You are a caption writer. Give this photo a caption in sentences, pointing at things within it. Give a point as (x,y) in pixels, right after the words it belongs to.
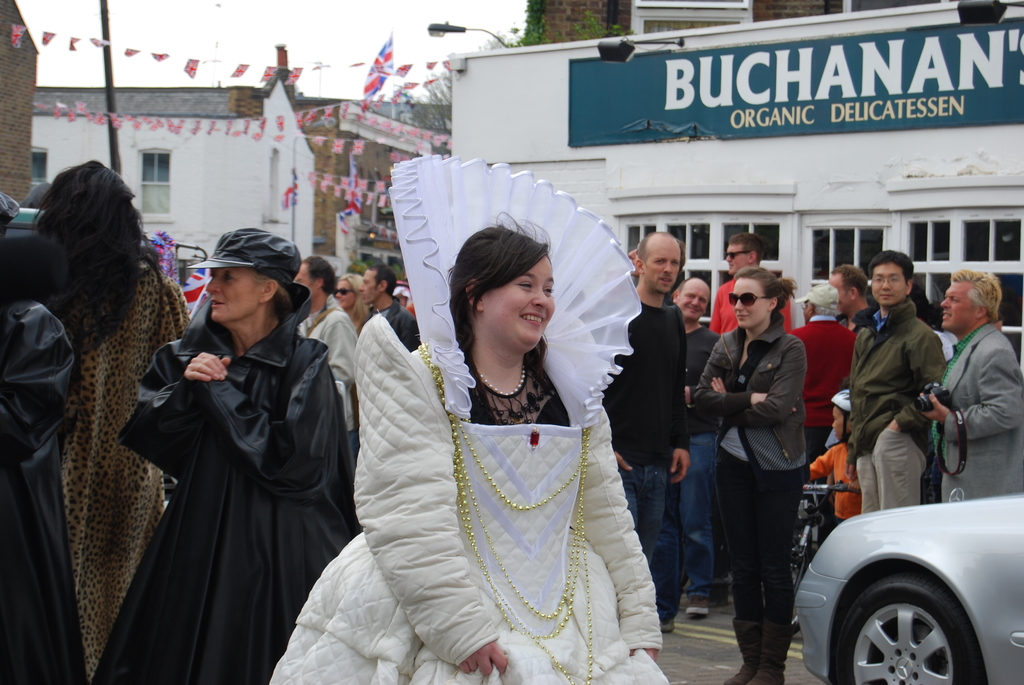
In this image we can see a woman (520,614) standing on the road (666,648). We can also see a group of people (348,455) standing behind her, a child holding a bicycle (809,485), a person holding a camera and a car (981,547) on the road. On the right side (710,81) we can see a building (834,187) with board (573,83), windows (778,231), lights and plant (587,34). On the left side (339,62) we can see a pole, buildings (176,160), flags (283,129) and the sky (220,27).
